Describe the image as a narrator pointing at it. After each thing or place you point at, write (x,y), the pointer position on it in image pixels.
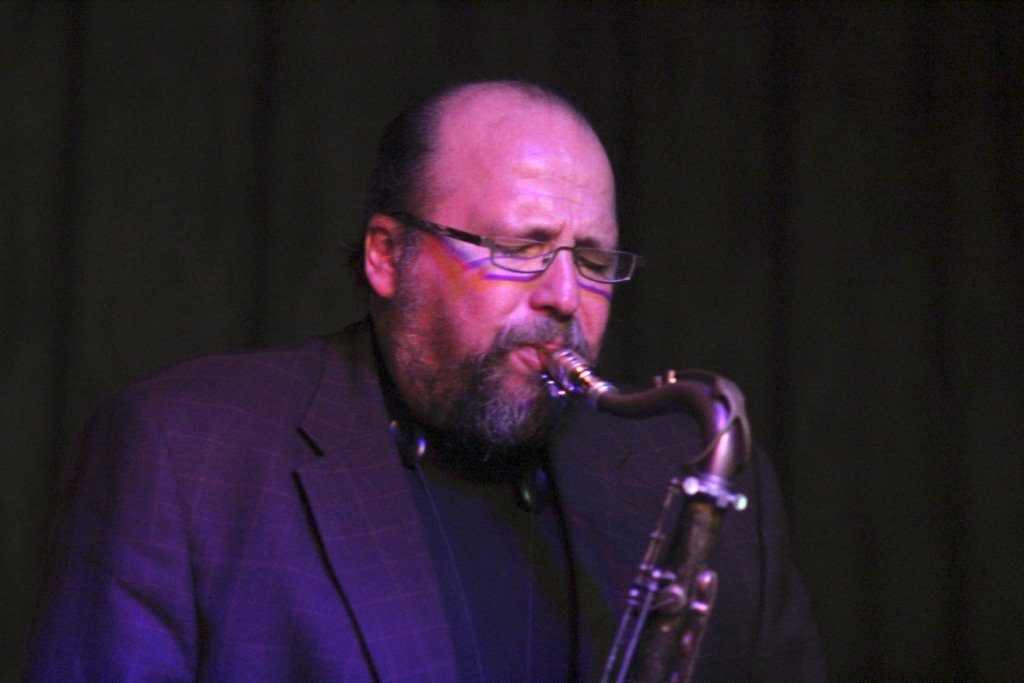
In the middle of the image (478,391) there is a man (419,491) and he is playing music with a musical instrument (699,411). In this image the background (800,53) is dark.
